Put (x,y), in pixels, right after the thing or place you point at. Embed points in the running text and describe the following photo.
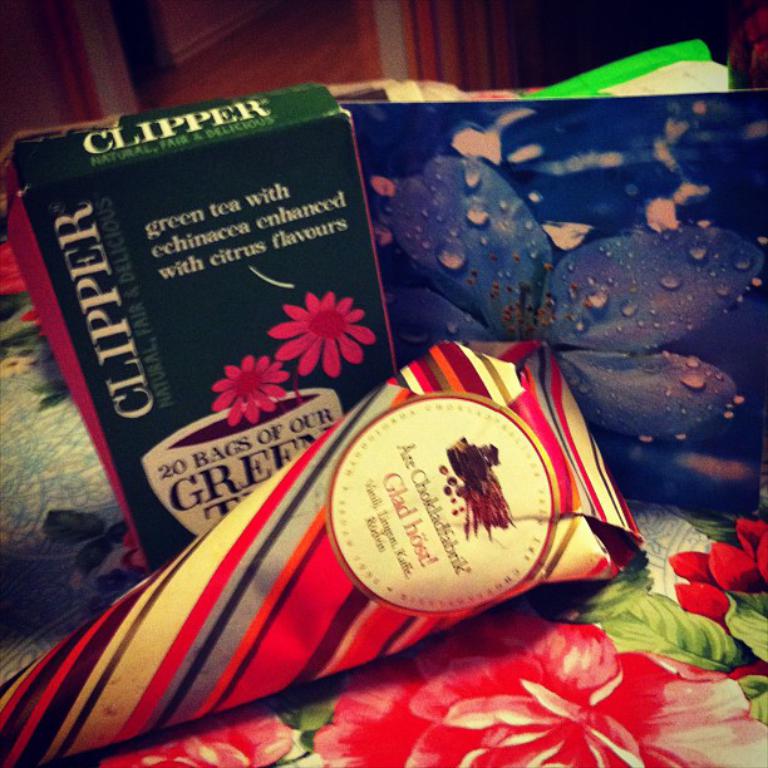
In this image we can a carton (287,437), a card (533,222), and a paper (400,564) placed on the cloth (382,664). In the background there is a wall (310,53).
